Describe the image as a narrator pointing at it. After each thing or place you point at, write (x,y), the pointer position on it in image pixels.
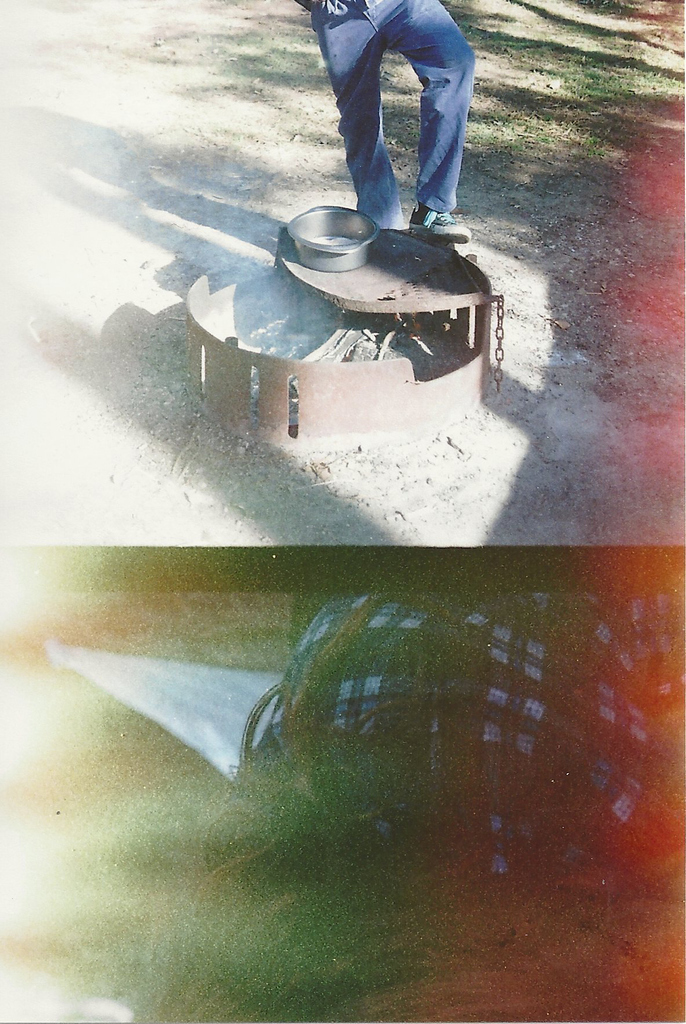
This looks like a collage and edited image. I can see a person (412,216) standing. This looks like an iron object (329,277) with a steel bowl (327,265) on it. This person (367,118) wore a trouser (360,146) and shoes (423,225). I can see this person (471,670) wore a shirt (373,674).
